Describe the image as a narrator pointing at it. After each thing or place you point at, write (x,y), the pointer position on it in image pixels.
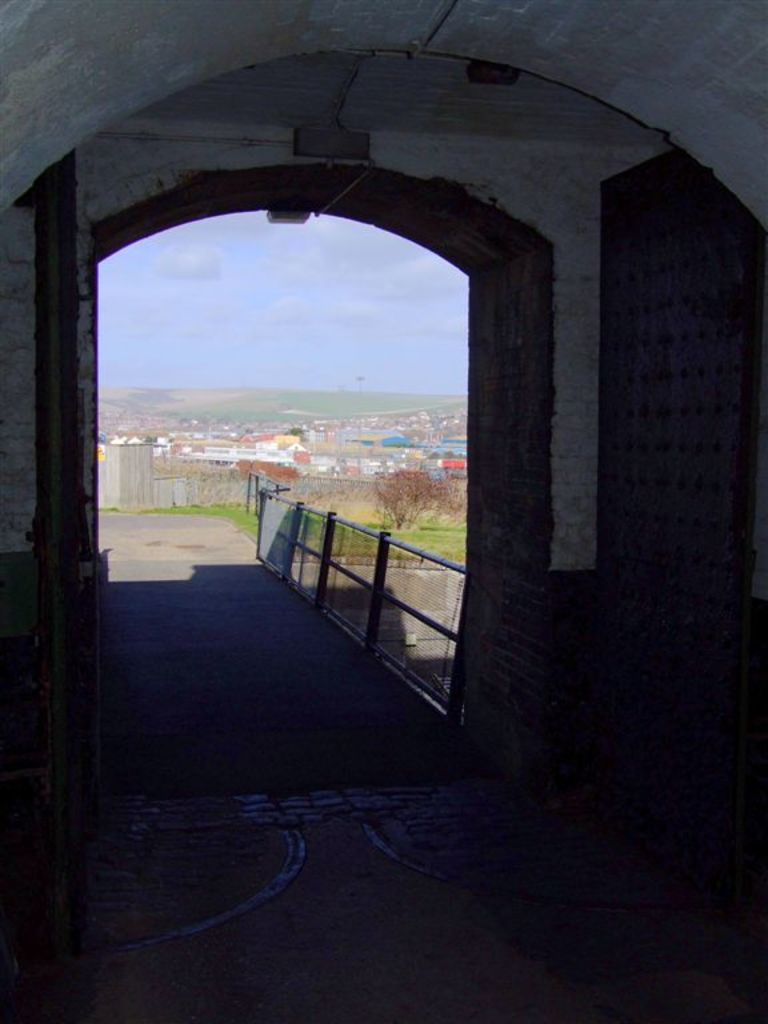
In this image I can see the bridge (229,615), the railing (409,598), some grass (239,517) and few trees (391,501). In the background (413,419) I can see few buildings (331,435), the ground (251,405) and the sky (267,355).
